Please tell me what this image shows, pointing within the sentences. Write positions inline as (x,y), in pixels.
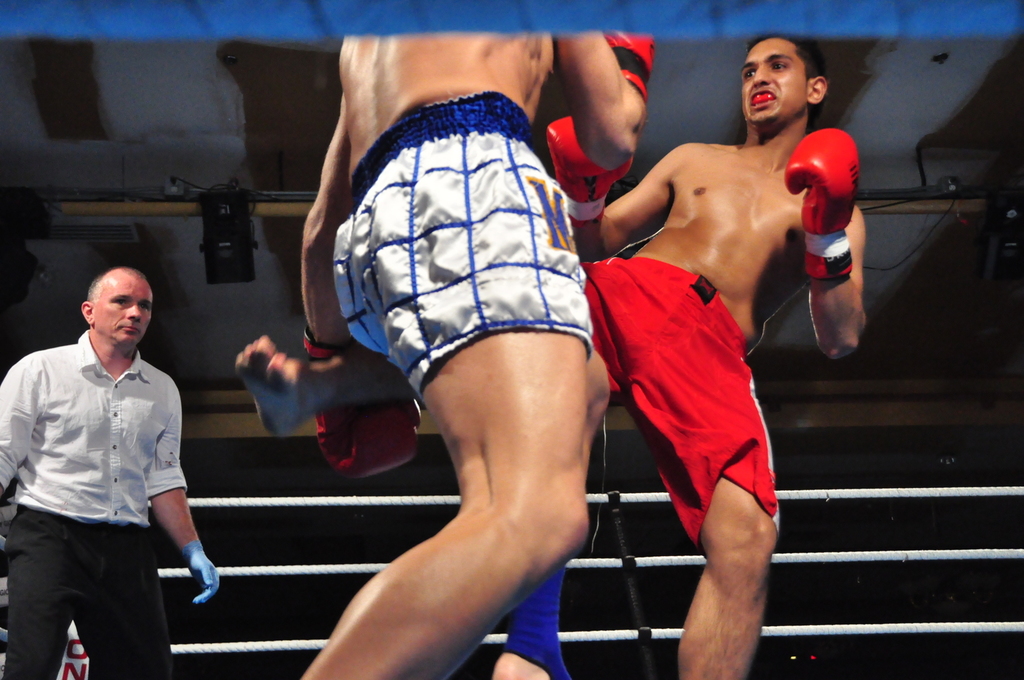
This image consists of two persons (500,412) boxing. They are wearing shorts (438,237) and gloves (816,174). On the left (99,563), there is a man (76,543) wearing white shirt (58,400) is standing in the ring (79,643). In the background (1011,564), we can see the fencing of the ring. At the top (178,86), there is a roof (175,68) to which speakers (225,265) and lights (217,282) are fixed.
